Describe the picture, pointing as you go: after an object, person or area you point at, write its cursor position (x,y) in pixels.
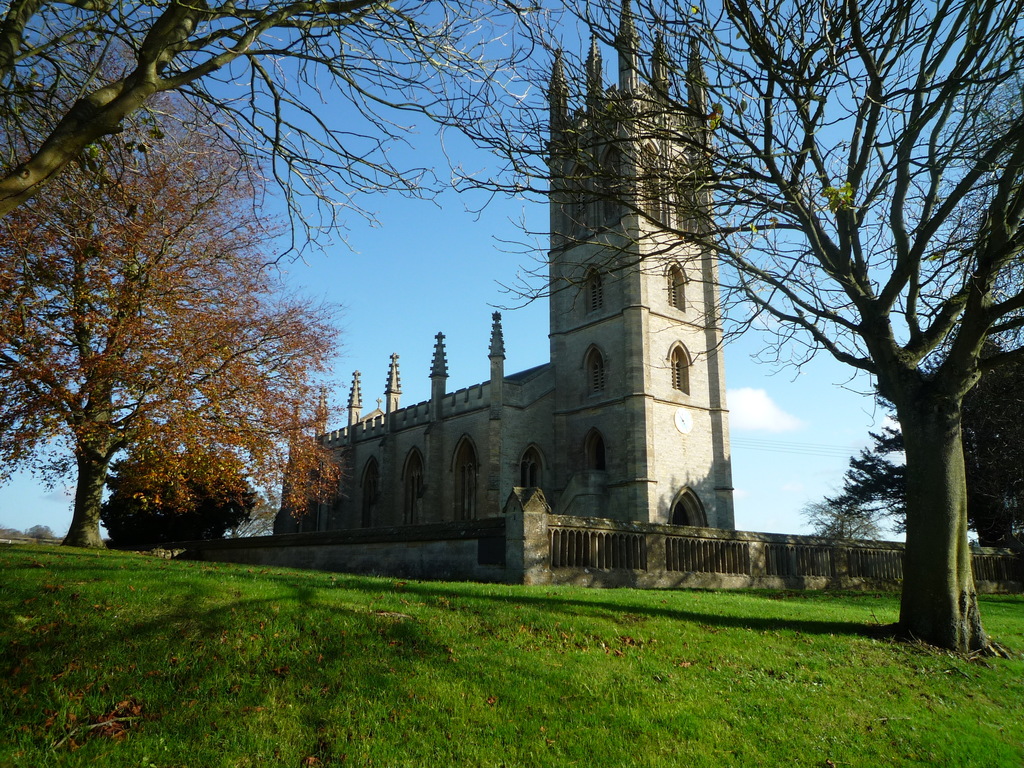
In this image I can see a building (568,436) in gray color. I can also see grass (66,640) in green color and few dried trees (147,332), and sky (416,263) is in blue and white color.
